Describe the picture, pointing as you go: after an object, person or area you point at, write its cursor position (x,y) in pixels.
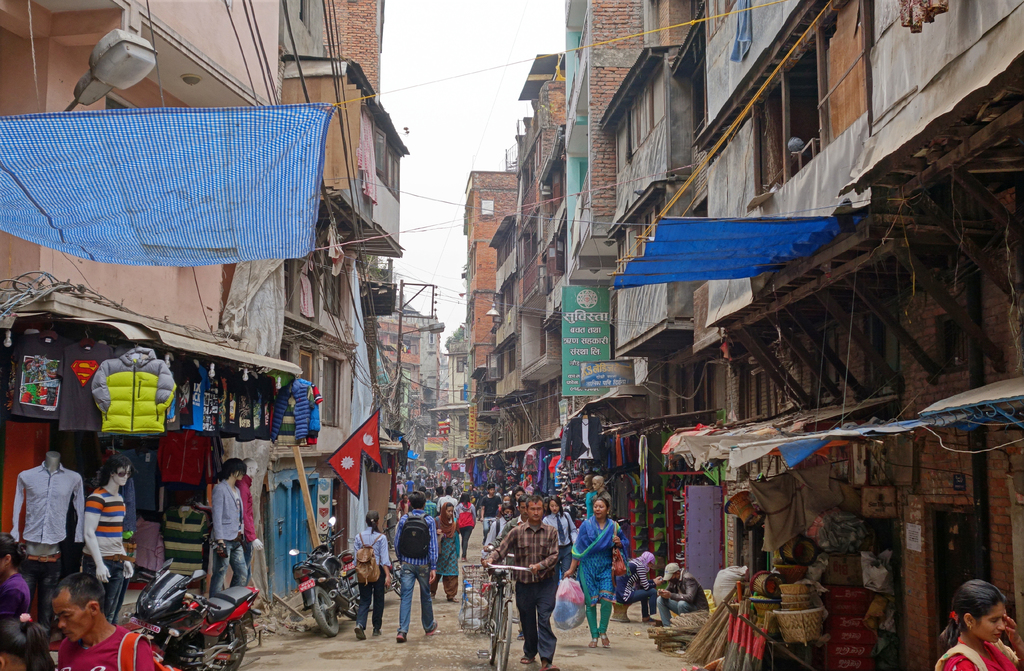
There are people (109,670) and this man (522,577) holding a bicycle (497,571). We can see vehicles (497,574), stores (119,443), light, poles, boards (607,379), buildings (268,510) and cloth (316,226) with rope (365,239). In the background (436,169) we can see sky (424,206).
